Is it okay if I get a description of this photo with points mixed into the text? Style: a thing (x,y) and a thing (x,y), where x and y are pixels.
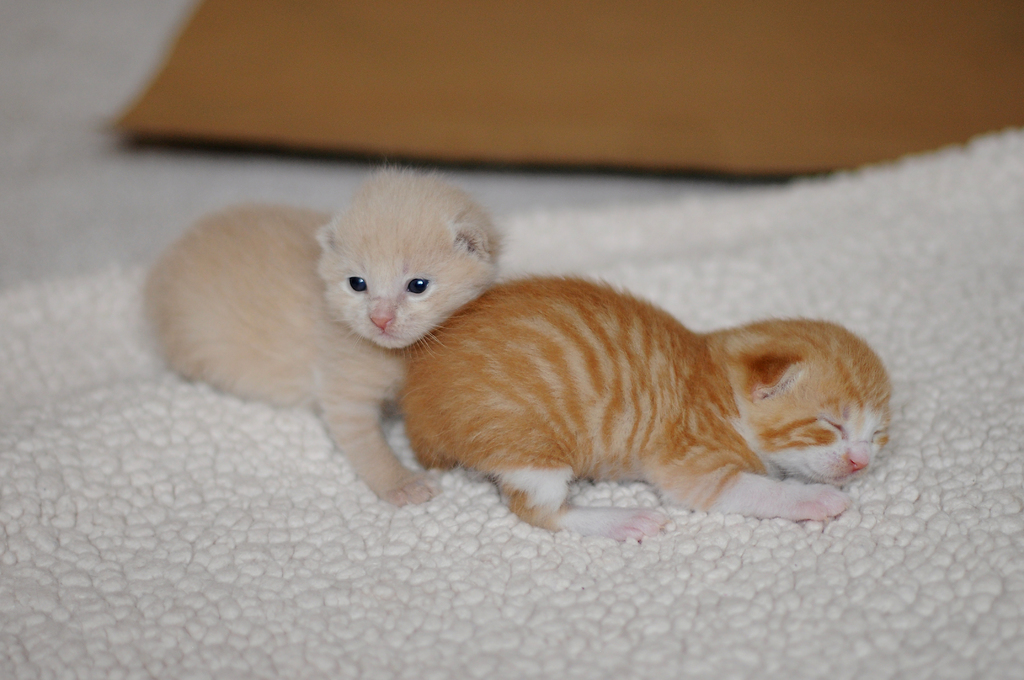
In this image I can see two cats (610,335) in brown, cream and white color and they are on the white surface (1005,529). Back I can see the brown color object (655,76).
